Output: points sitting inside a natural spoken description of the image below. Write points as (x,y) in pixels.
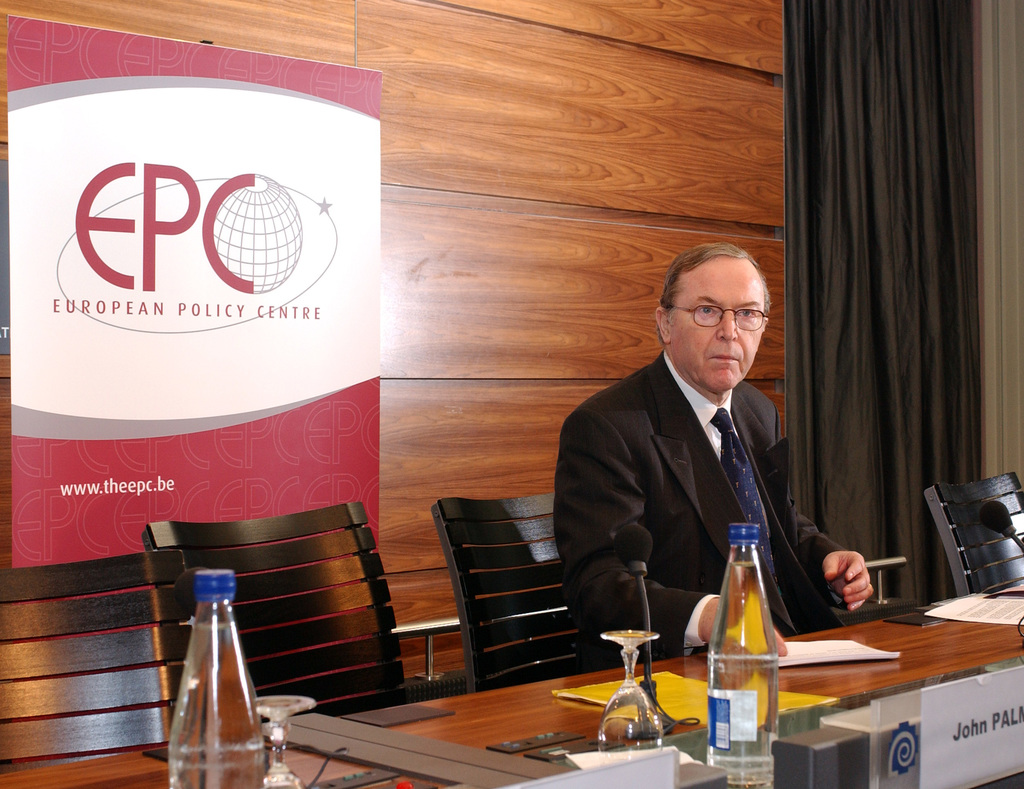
In the image we can see there is a person (687,445) who is sitting on chair (468,562) and the chairs (486,585) are in black colour, on the table (1017,641) there is water bottle (724,734), wine glass (631,750), papers (879,653), mic (988,519) with a stand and name plate (961,743) and behind there is a banner (197,319).
